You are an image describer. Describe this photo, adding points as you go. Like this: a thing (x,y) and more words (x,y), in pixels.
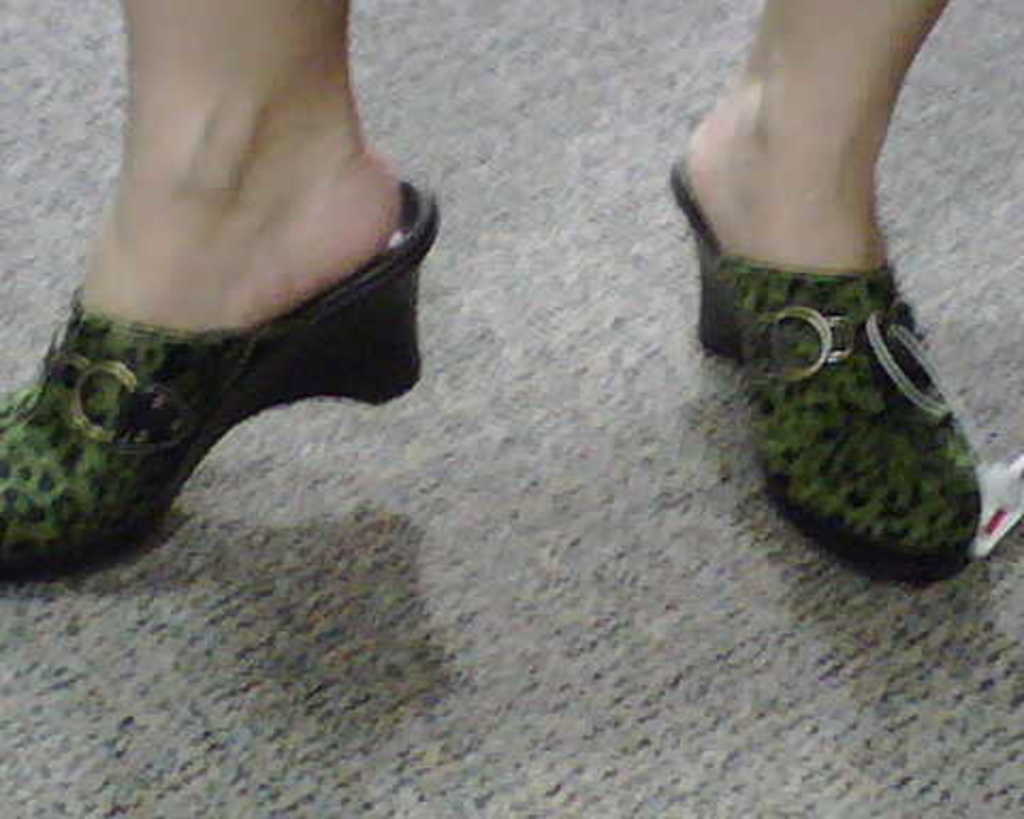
In this picture we can see a person legs (763,170), and we can see footwear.
